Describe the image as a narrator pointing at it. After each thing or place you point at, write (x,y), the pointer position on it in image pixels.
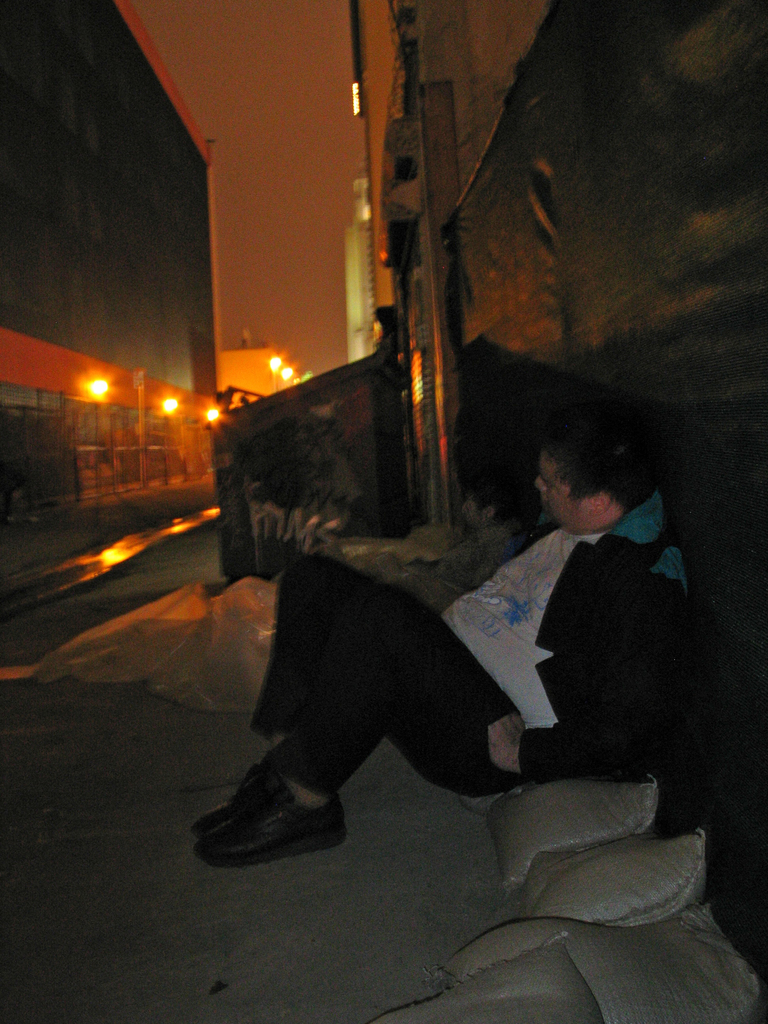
In this picture I can see a person (453,718) sitting on the sack (633,1020), there are so many sacks (529,965), there are lights (96,381), iron grilles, and there are some other items (267,499).
